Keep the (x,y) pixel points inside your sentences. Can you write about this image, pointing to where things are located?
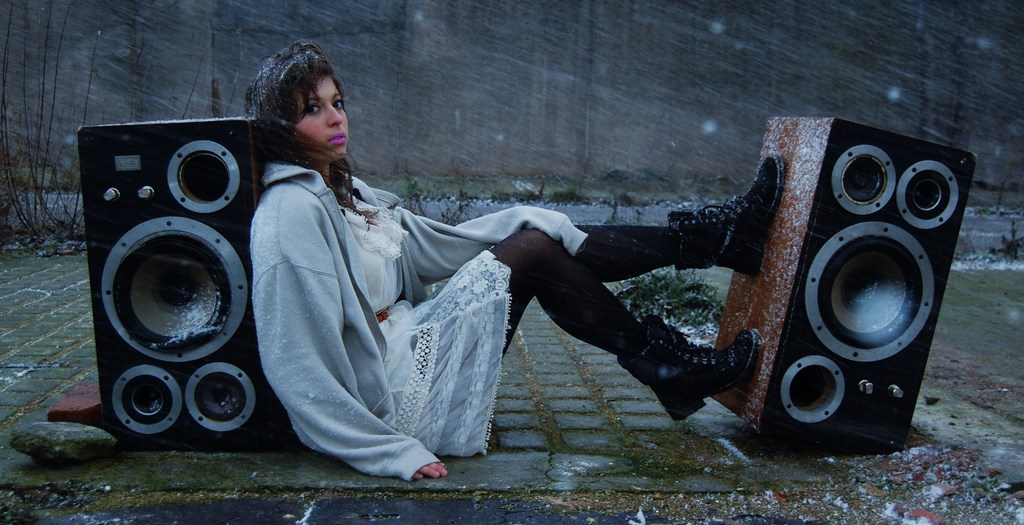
In the image there is a girl (339,321) sitting on the land (706,456), there are two speakers (229,297) on either side of her, she wore sweat shirt (319,249), back of her there is wall (530,60).
